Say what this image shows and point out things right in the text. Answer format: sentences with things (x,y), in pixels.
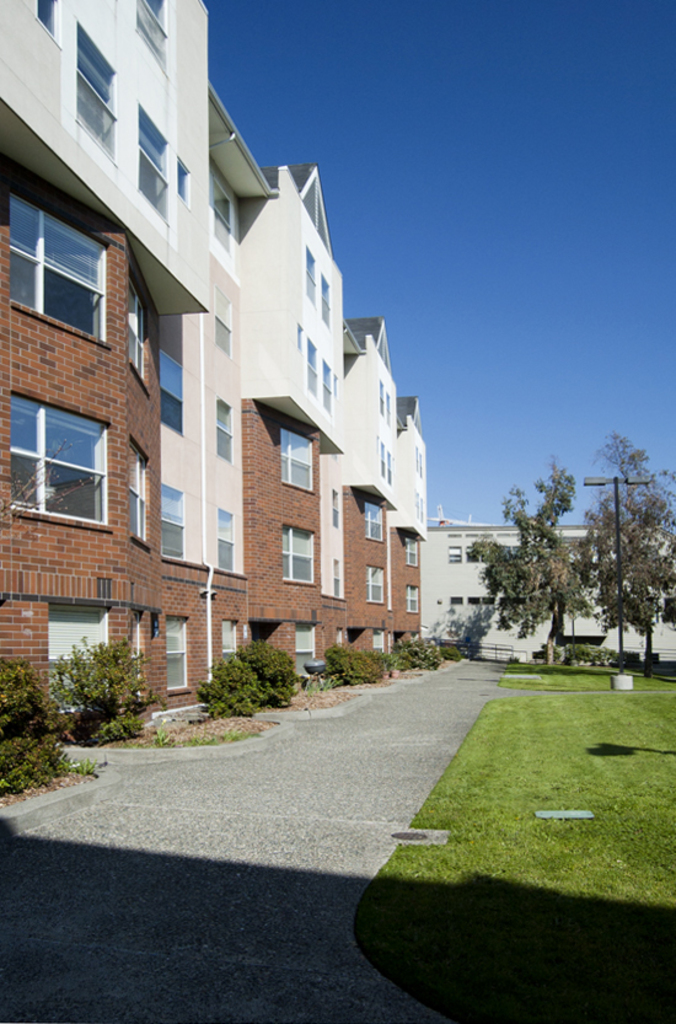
In this image I can see a path (398,808), grass (559,749), plants (404,663), few trees (547,605), few lights (606,480), few buildings (372,569) and in the background (467,424) I can see the sky (497,191). I can also see shadows (411,1004) over here.
